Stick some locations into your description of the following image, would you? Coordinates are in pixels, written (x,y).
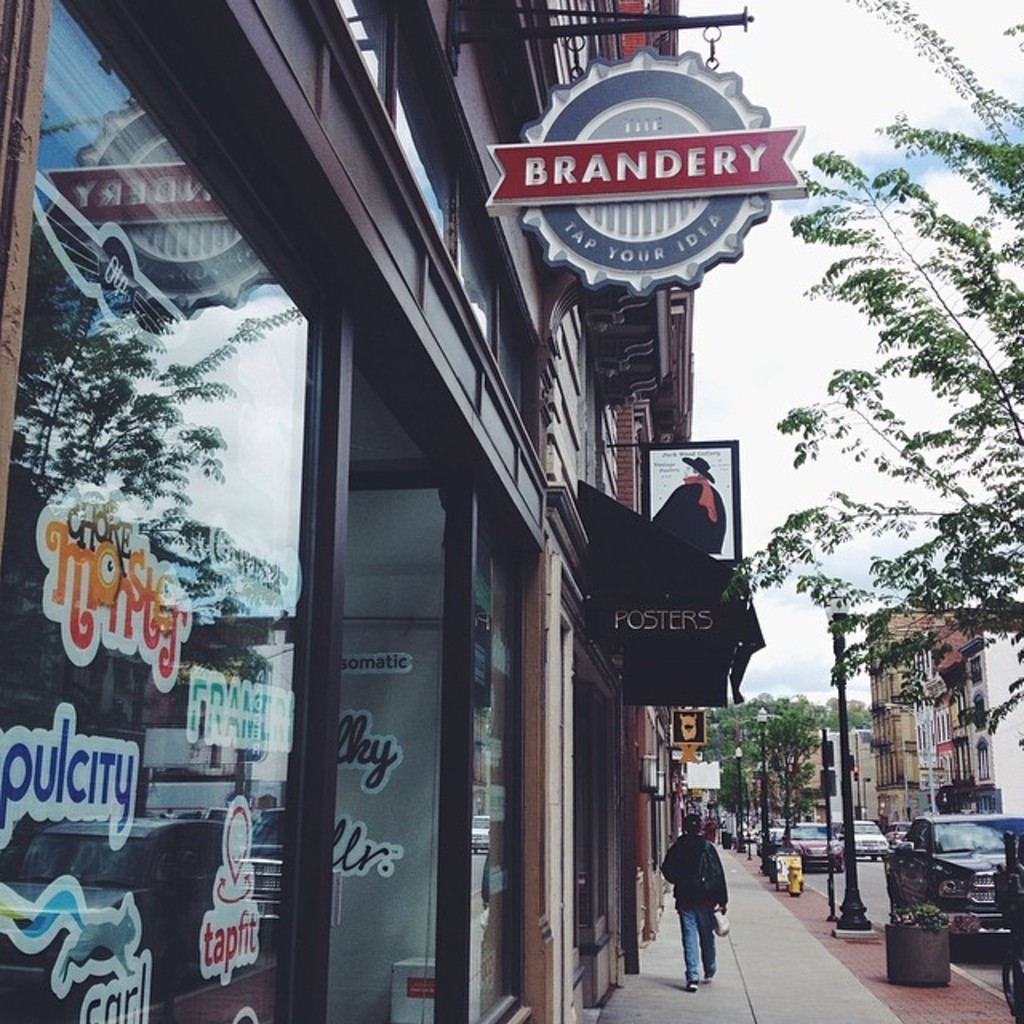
In the picture we can see a building (574,931) with a shop (373,891) and glass (180,544) to it and near the building (478,1000) we can see a path (755,997) with some person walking on it and beside him we can see a pole (855,871) and a car (940,893) parked near the path (737,950) and on the opposite side, we can see some buildings (872,782) and some cars (841,850) parked near it and in the background (793,739) we can see some trees (825,600), and sky (735,320).
